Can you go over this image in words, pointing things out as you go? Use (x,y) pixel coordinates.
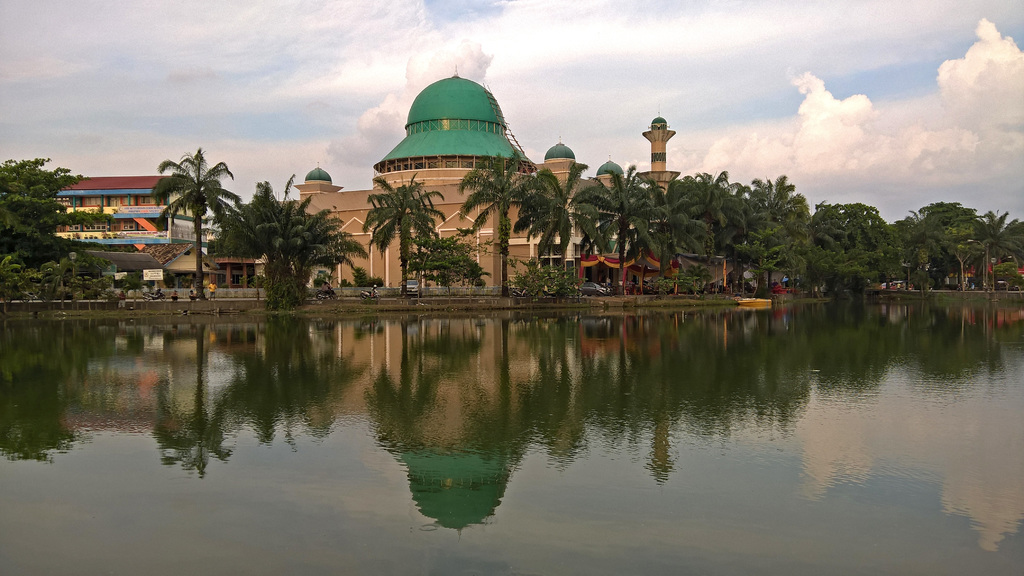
In this image we can see many buildings (481,241). There are many trees (795,236) in the image. We can see the reflection (694,367) of buildings (487,259), trees (711,368) and the sky (843,107) on the water surface (673,383). We can see the clouds (843,107) in the sky (779,97). There are few people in the image. There are few vehicles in the image.
